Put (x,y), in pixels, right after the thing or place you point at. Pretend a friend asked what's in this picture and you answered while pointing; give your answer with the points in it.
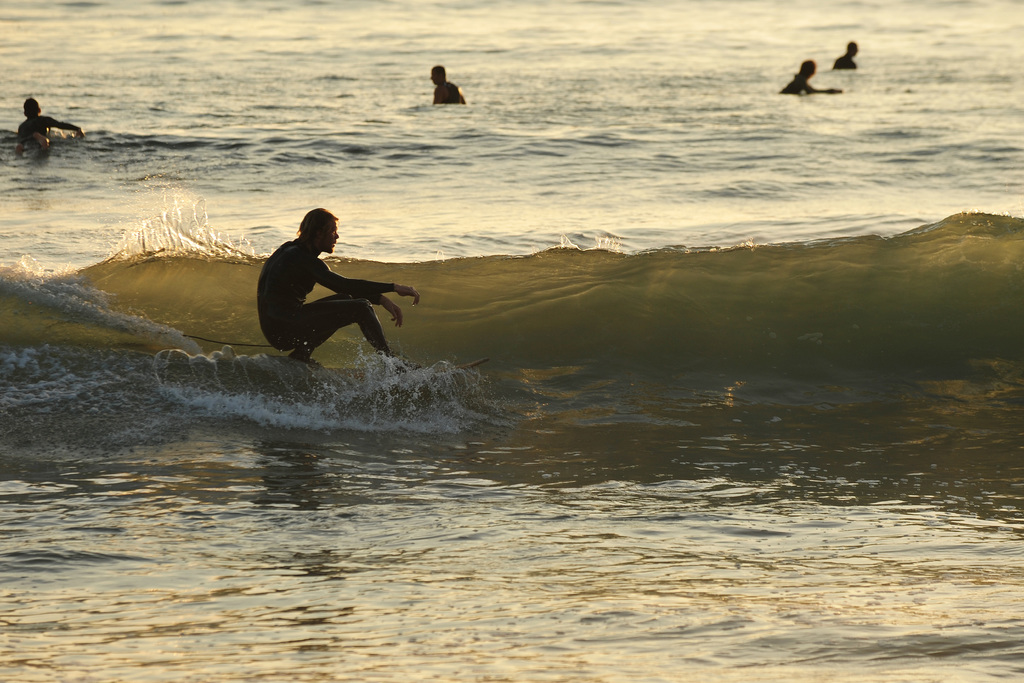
In this image we can see a person (278,302) on a surfboard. And the surfboard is on water (317,399). In the back (33,111) we can see four persons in the water (528,132).
